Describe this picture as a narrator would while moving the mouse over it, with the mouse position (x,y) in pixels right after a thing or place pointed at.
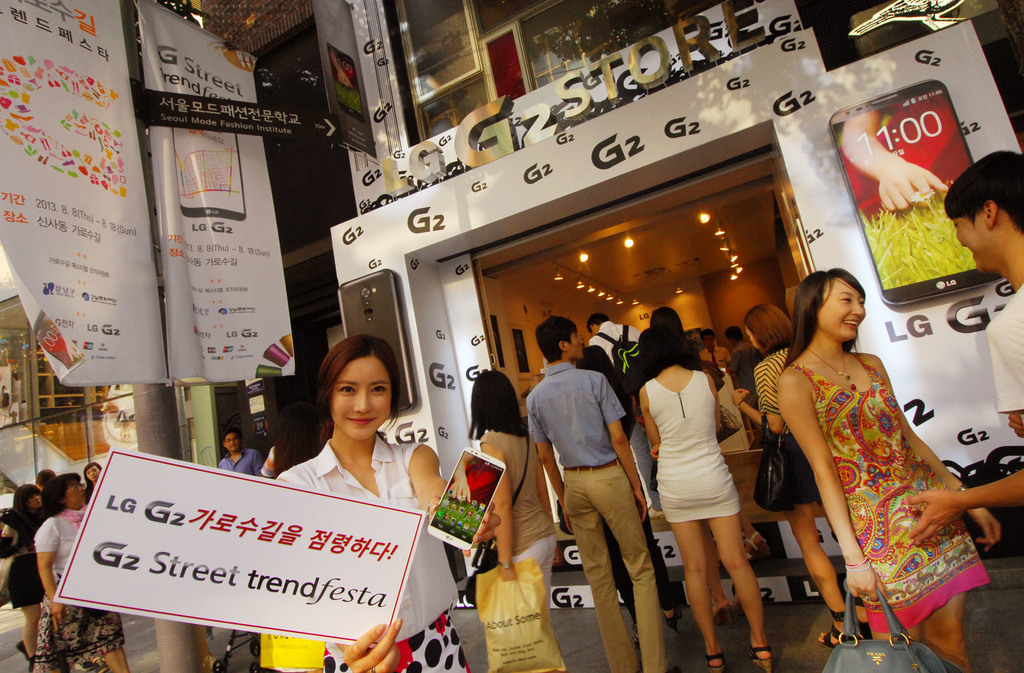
In this picture I can see building (294,398) and I can see few people (696,425) standing and I can see a woman (413,495) holding a placard (275,593) with some text (229,573) on it and a mobile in another hand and I can see banners (210,195) with some text (52,290) and few women (763,404) wore handbags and few are holding bags (516,602) in their hands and I can see a man (598,322) wore a backpack (623,368) on his back (628,355) and I can see few lights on the ceiling (649,269) and it looks like a mobile store (556,290).
